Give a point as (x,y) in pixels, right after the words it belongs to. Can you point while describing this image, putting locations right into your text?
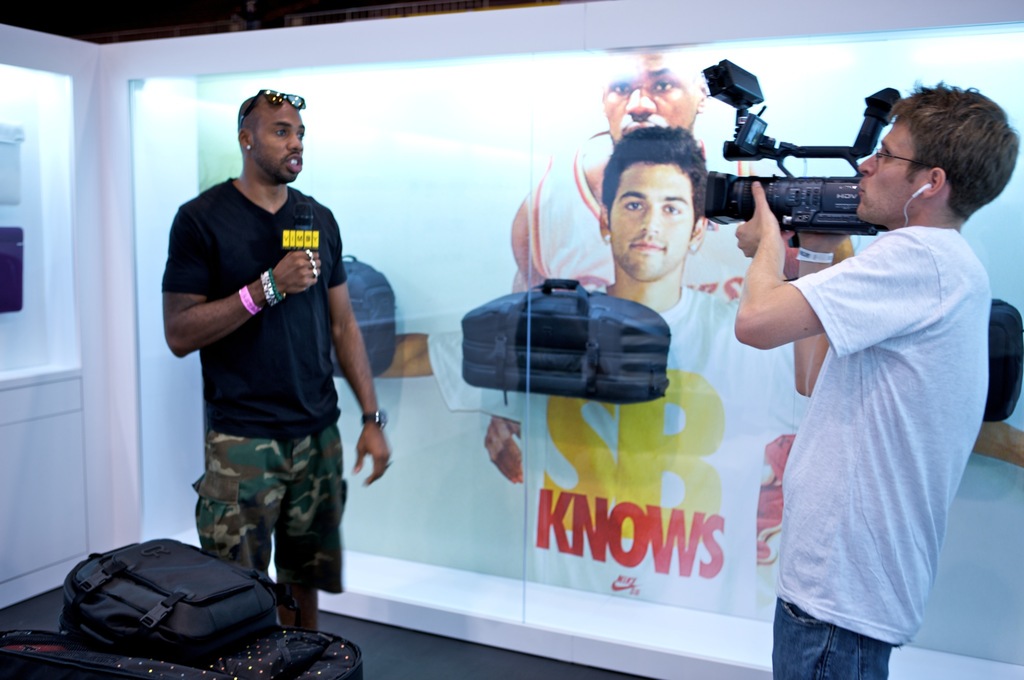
In this picture I can see a man (848,580) standing and holding a camera (726,204), there is another person (313,430) standing and holding a mike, there are bags (643,331), lights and a poster (697,332) of two persons (517,456).
